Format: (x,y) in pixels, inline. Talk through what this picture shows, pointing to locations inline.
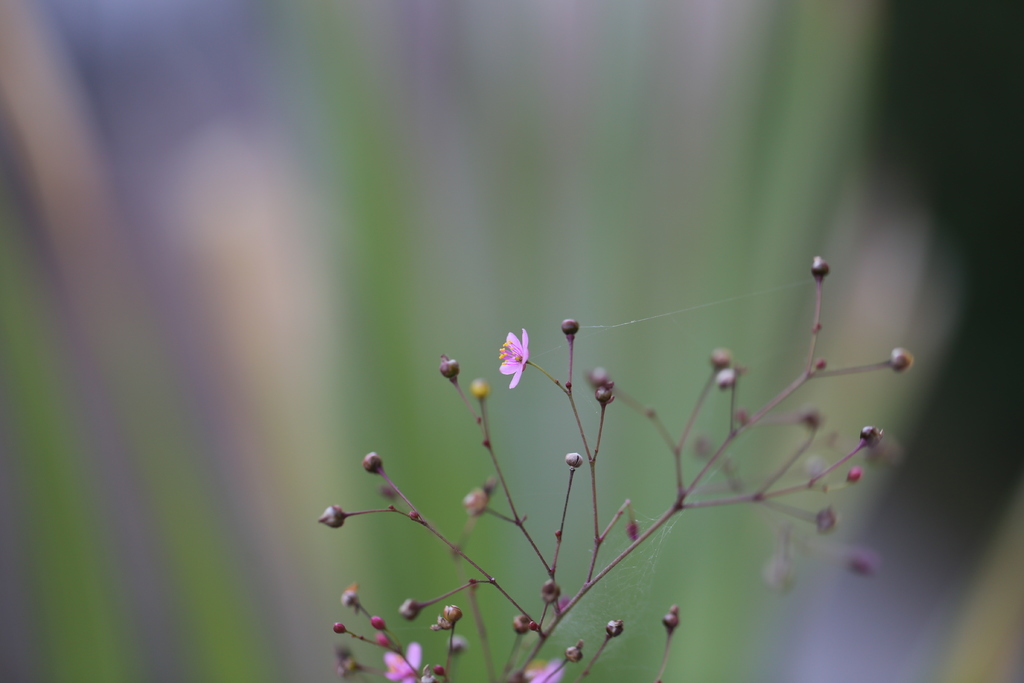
At the bottom (476,505), I can see a plant (545,594) along with the flowers (524,358) and buds (444,368). The background (688,191) is blurred.
